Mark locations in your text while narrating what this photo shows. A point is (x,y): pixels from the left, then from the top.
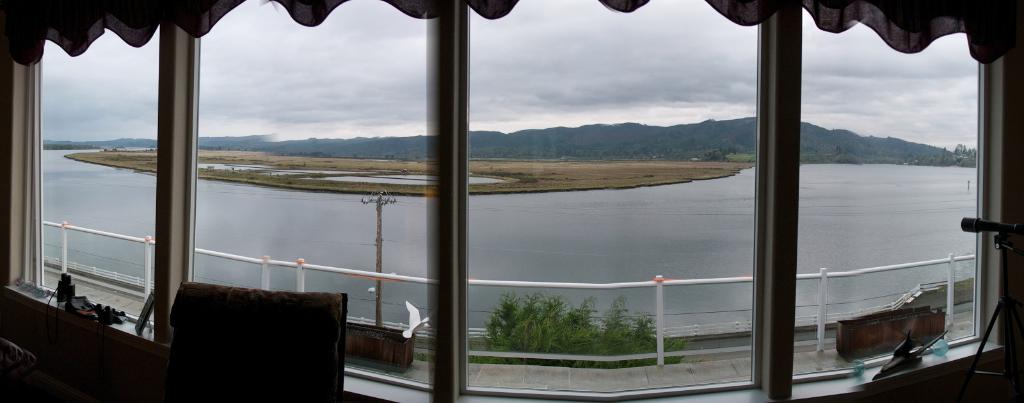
These are the windows (318,207) with the glass doors (86,124). This looks like a chair (241,337). I can see the water (346,208) and the hills (626,132). This looks like a light pole (370,199). These are the plants (642,348). On the right side of the image (1014,222), I think this is a kind of a binoculars (967,231) attached to the tripod stand (1005,333). I can see few objects (85,298) placed near the window (85,285). At the top of the image (96,24), that looks like a curtain (915,19).
